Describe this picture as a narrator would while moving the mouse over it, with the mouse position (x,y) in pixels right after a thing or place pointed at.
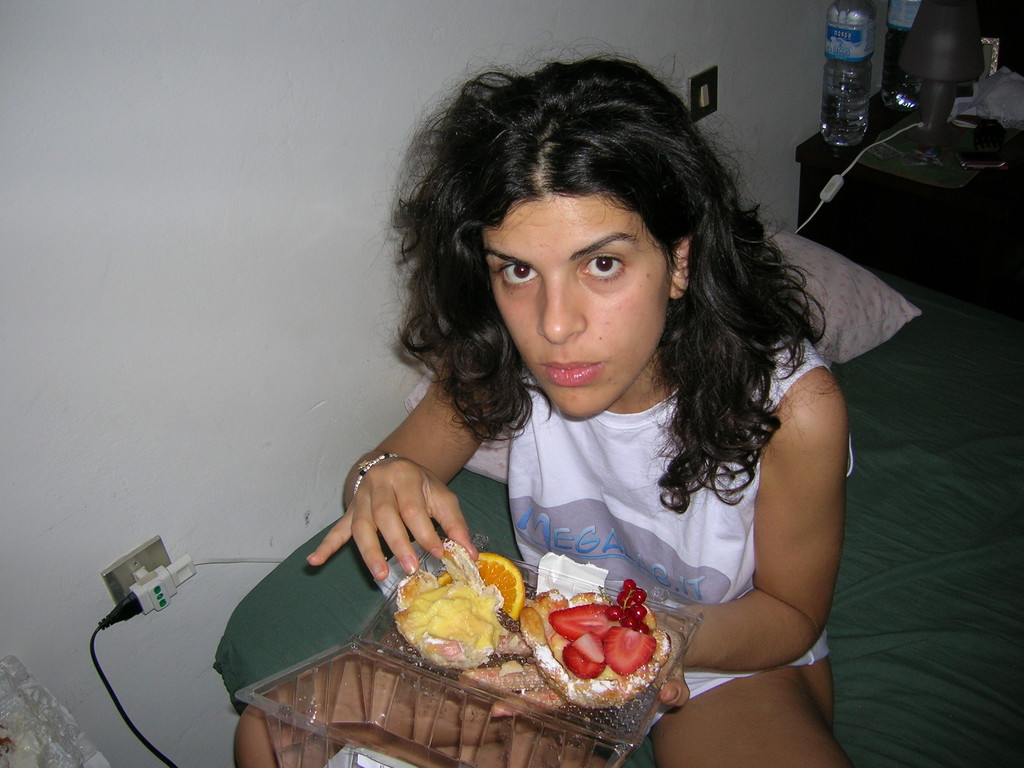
This is the picture of a room (325,181). In this image there is a woman (776,516) sitting and holding the box (457,736), there are fruits (623,635) in the box (554,708). At the back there is a pillow (874,294) on the bed (940,455). There are bottles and there is a lamp (932,52) and frame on the table (888,191). There are switch boards (710,82) on the wall (114,393).
